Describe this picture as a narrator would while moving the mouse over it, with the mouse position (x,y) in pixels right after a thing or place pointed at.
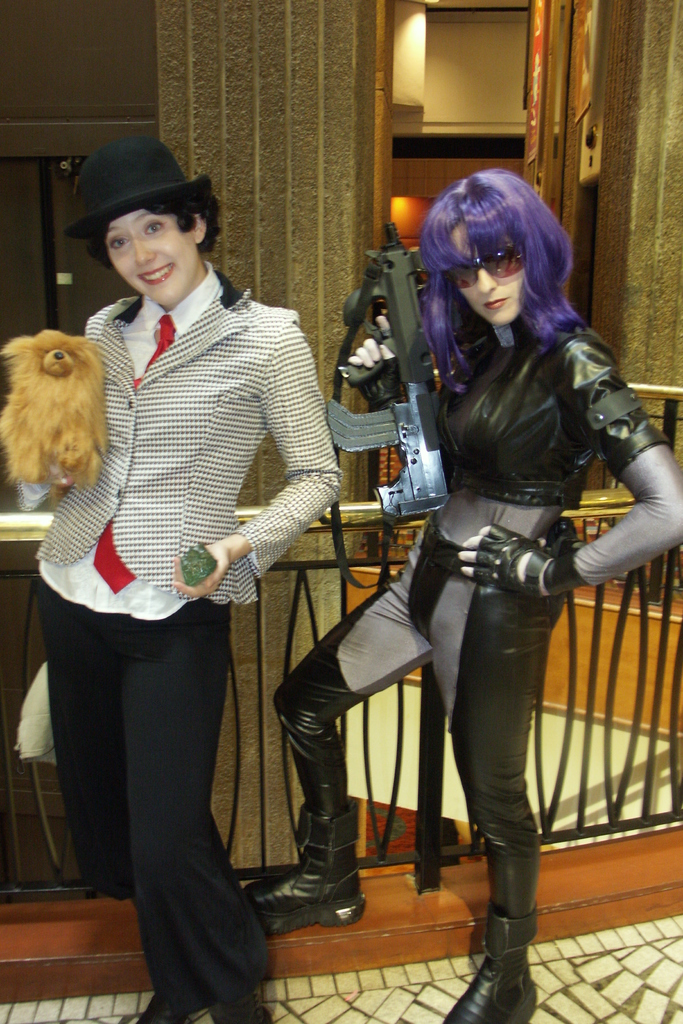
In this image we can see women (336,854) standing on the floor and wearing a stage costumes (458,458). In the background (350,546) we can see poles (292,14), grill (357,517) and an electric light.
